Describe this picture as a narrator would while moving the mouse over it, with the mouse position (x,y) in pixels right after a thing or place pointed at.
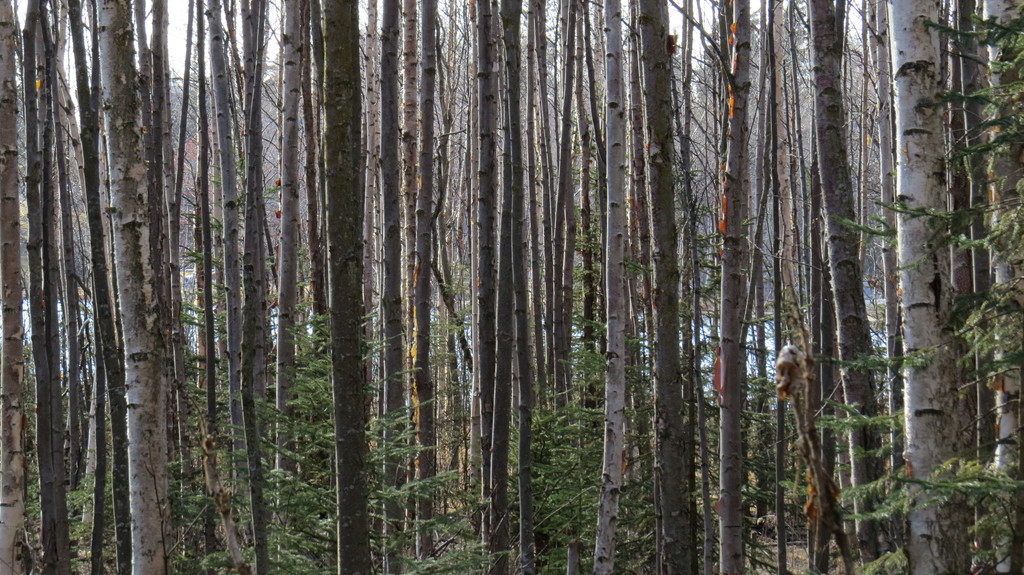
In this image, we can see trees (360,266).
